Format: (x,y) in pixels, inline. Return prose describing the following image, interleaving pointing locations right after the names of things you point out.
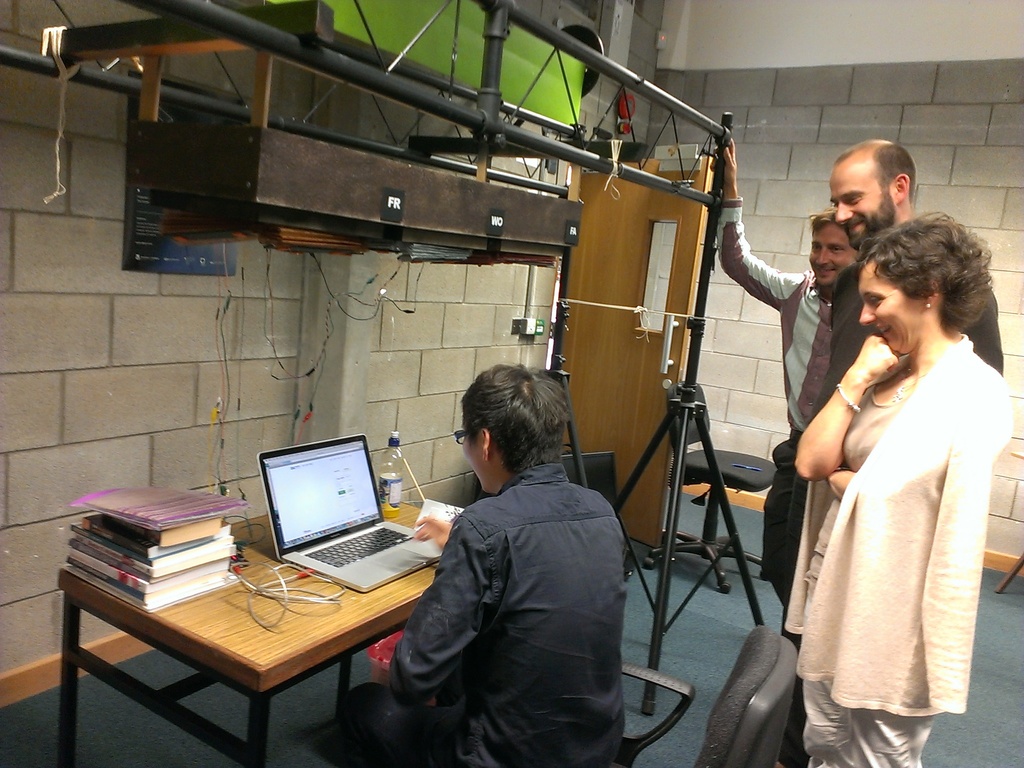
at the right (907,387) 3 persons (907,355) are standing. at the center (356,509) a person (502,674) is sitting and operating a laptop (367,533). on the desk (228,589) there are books (181,571) and the bottle (386,470). in front of the desk (262,637) there is a brick wall (84,309) and at the right corner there is a door (623,361).
